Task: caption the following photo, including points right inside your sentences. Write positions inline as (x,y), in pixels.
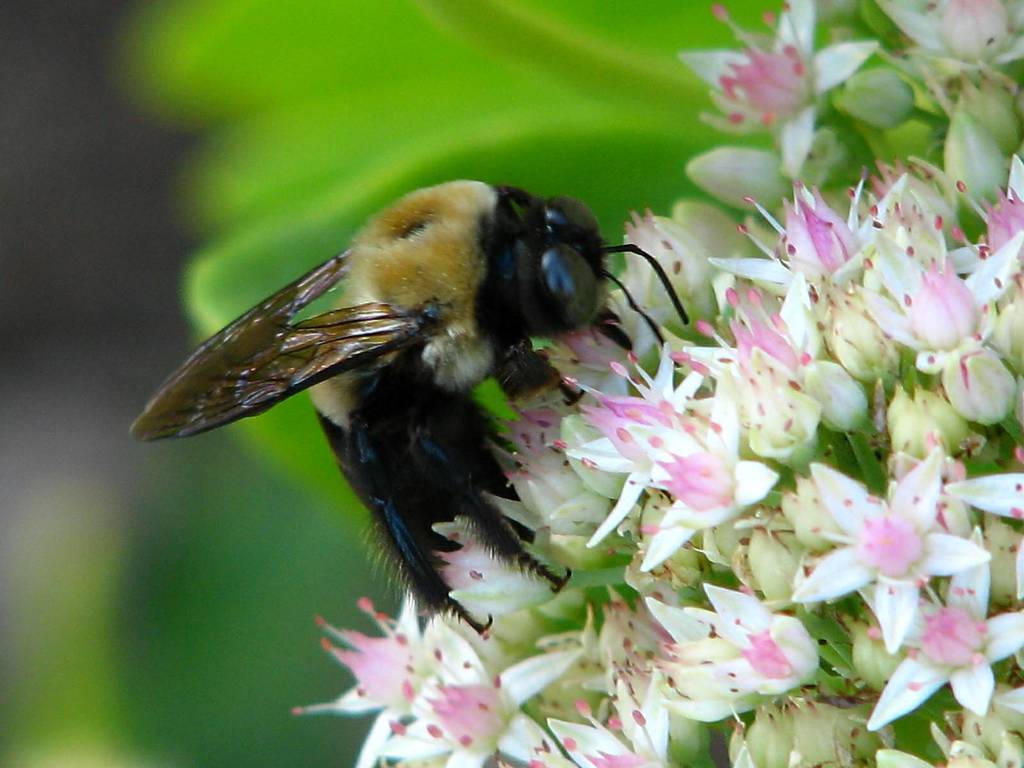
In this picture we can see an insect (426,436) on the flowers (506,473). Behind the insect (355,387), there is a blurred background (104,719).
